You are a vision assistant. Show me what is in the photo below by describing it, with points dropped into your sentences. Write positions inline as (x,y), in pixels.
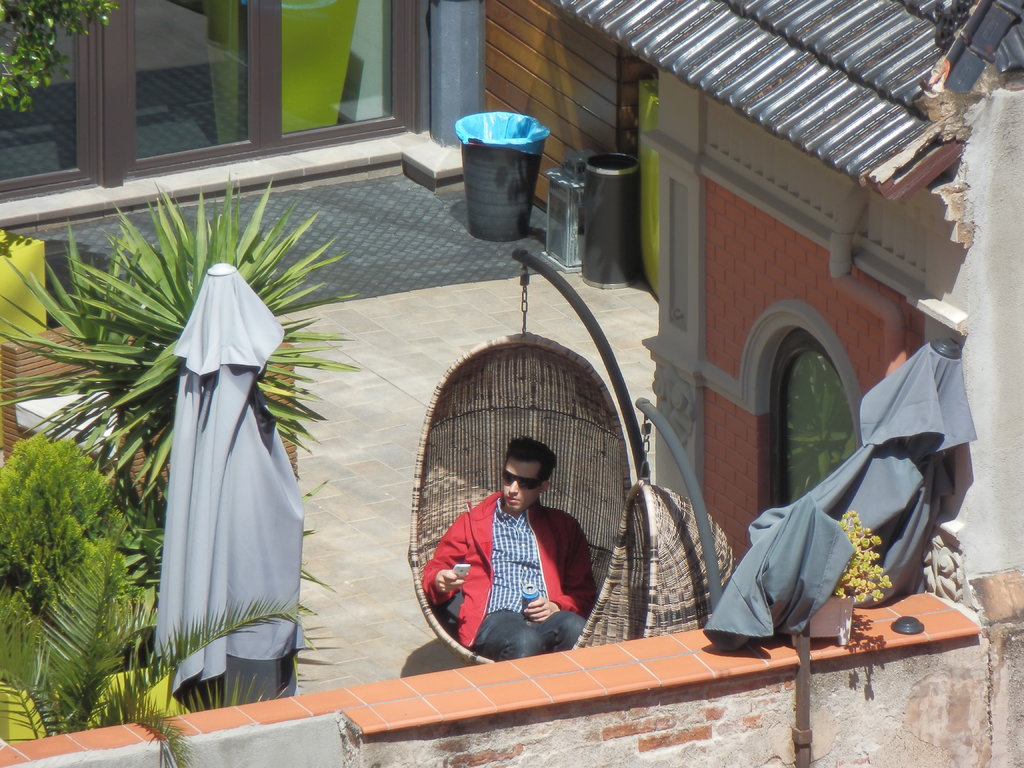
In this image we can see a man (527,539) sitting on a hanging swing chair (445,488) holding a cellphone (464,574) and a tin (535,596). We can also see the tents (263,582), a swing chair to a pole (583,303), a wall (253,712), some plants (77,550), trash bins (599,281) and a house (445,175) with the windows (337,121).
